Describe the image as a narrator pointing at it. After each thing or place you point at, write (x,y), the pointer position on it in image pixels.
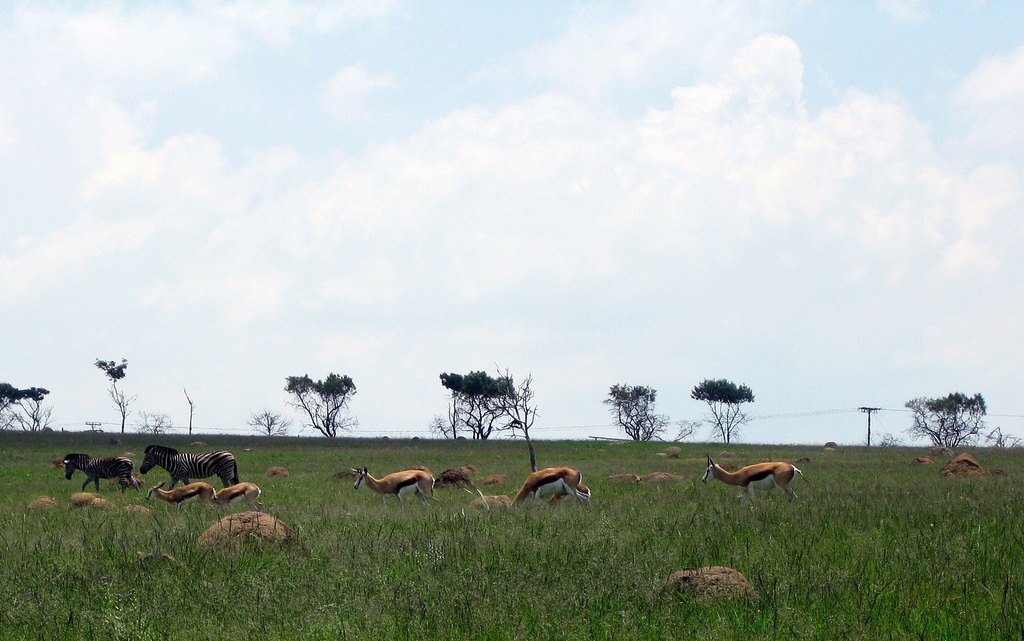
In this image I can see few antelopes (403,499) and they are in brown and white color. Zebras (169,469) are in white and black color. Back I can see trees (477,386), pole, grass (523,587) and rocks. The sky (592,319) is in blue and white color.
